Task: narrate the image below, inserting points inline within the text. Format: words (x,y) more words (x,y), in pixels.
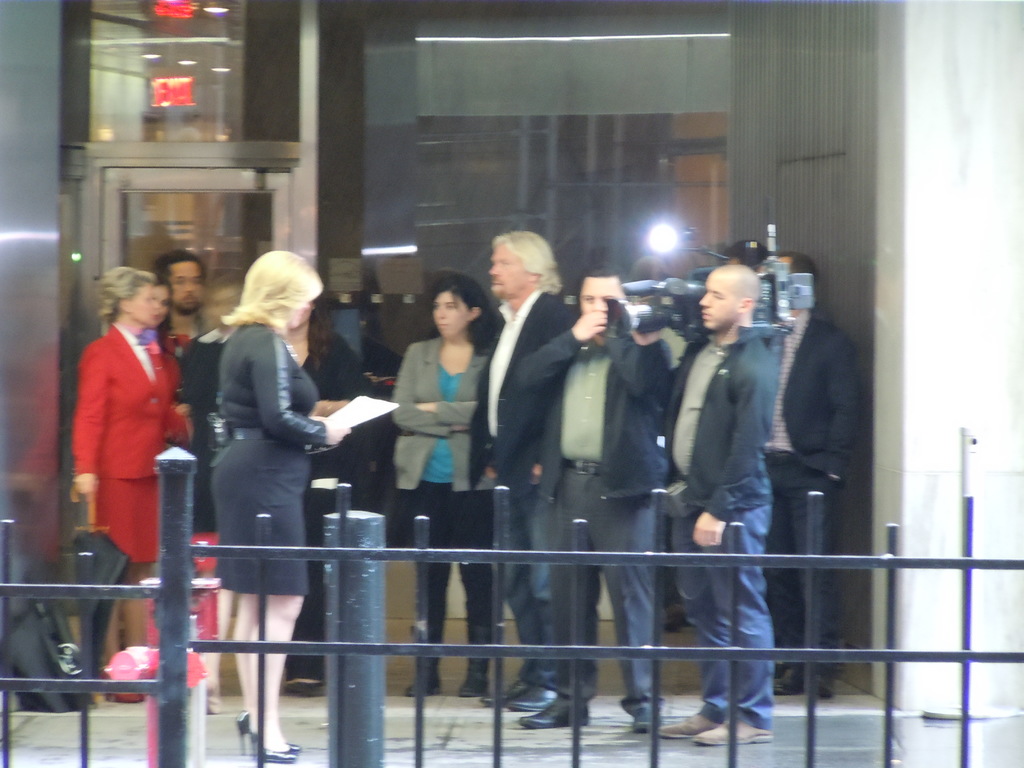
In this picture there are people (167,331), among them there is a man (663,535) standing and holding a camera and we can see railing (184,520) and bag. In the background of the image (627,221) we can see glass (661,199), through the glass (514,163) we can see lights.
